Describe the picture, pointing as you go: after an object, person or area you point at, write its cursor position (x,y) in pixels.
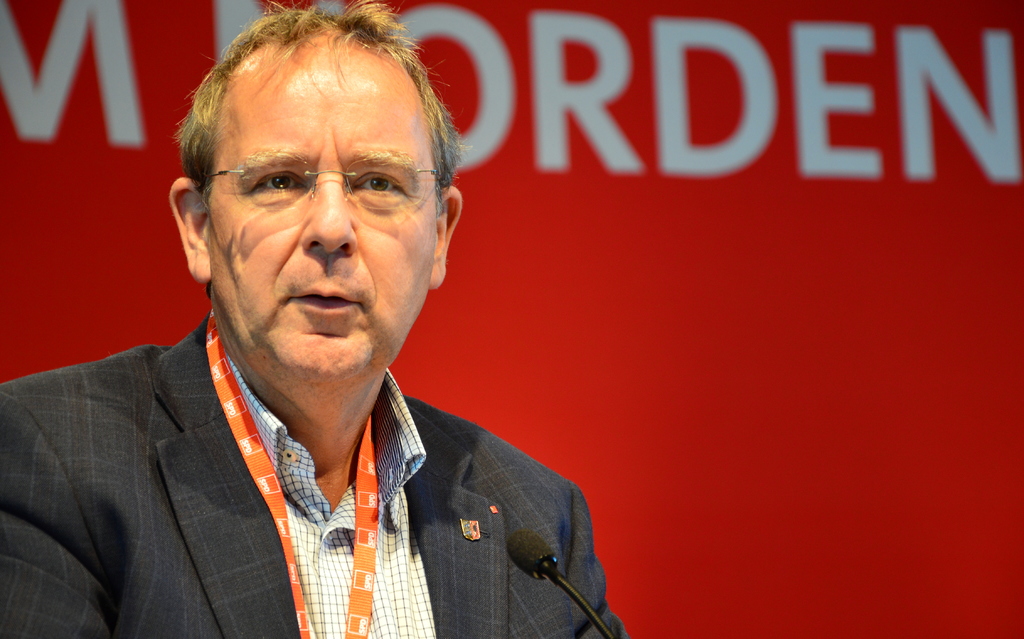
In this image I can see the person (287,532) and the person (335,510) is wearing black blazer (244,549), white color shirt (307,572) and I can also see the microphone (602,627) and I can see the red and white color background (625,130).
